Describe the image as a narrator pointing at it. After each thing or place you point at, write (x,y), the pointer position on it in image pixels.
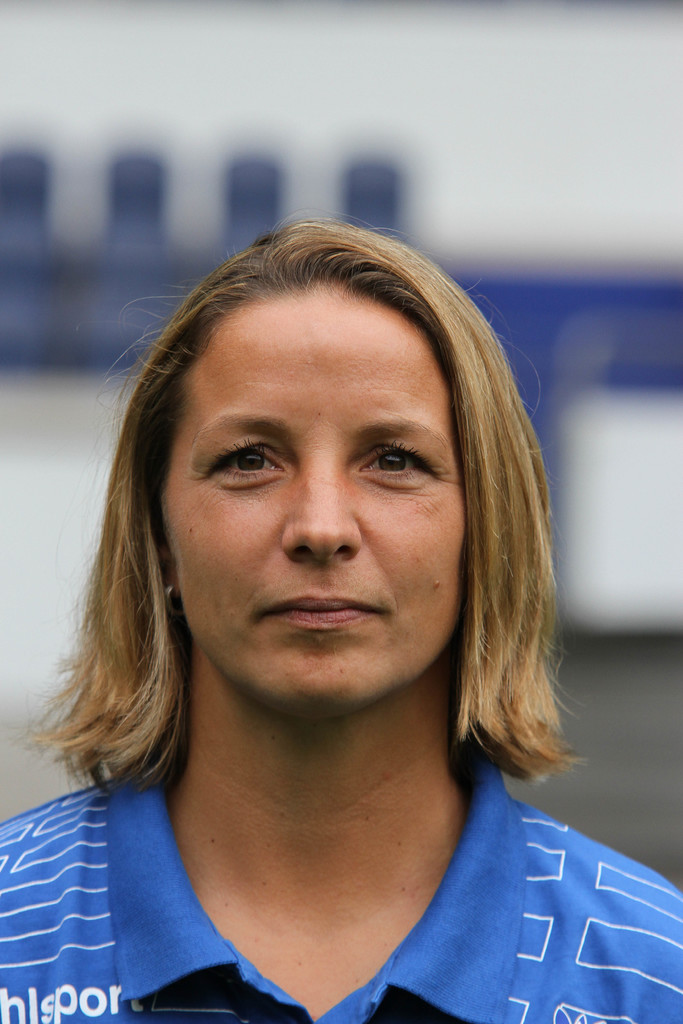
In this image I can see a woman (497,917) wearing a blue color t-shirt (167,896).
